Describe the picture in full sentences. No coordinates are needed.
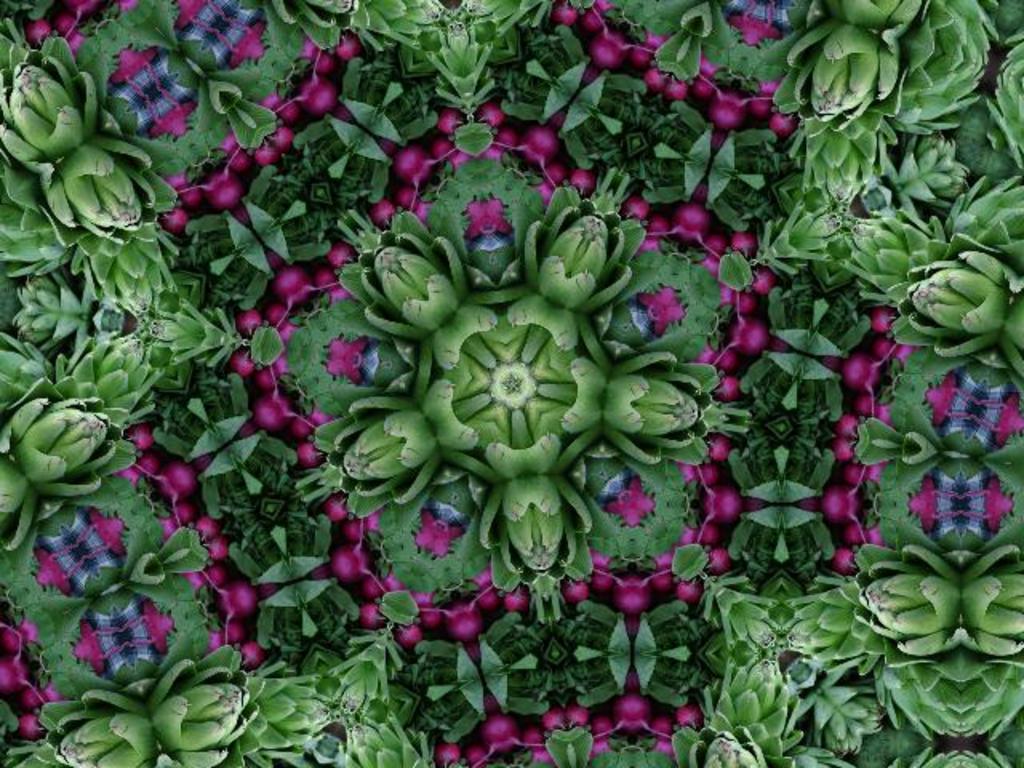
It is a graphical image.
